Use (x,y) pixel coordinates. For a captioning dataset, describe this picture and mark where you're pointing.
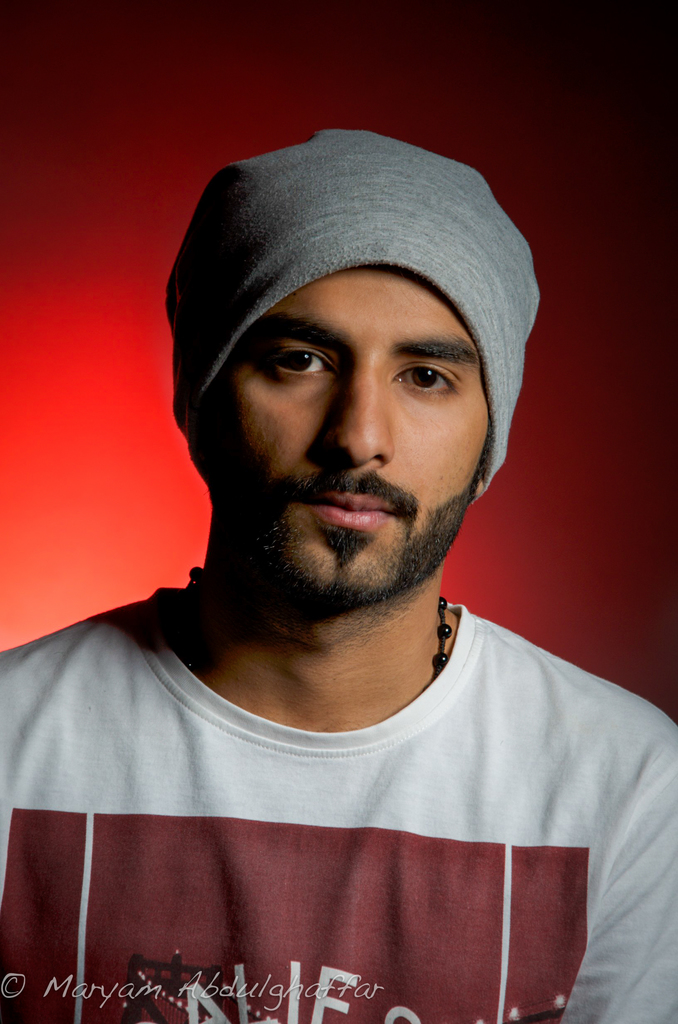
In the picture we can see a man (427,1018) wearing a white T-shirt (45,848) and some part is brown in color and he is also wearing a cap (458,278), which is gray in color and behind him we can see the red color background (536,542).
